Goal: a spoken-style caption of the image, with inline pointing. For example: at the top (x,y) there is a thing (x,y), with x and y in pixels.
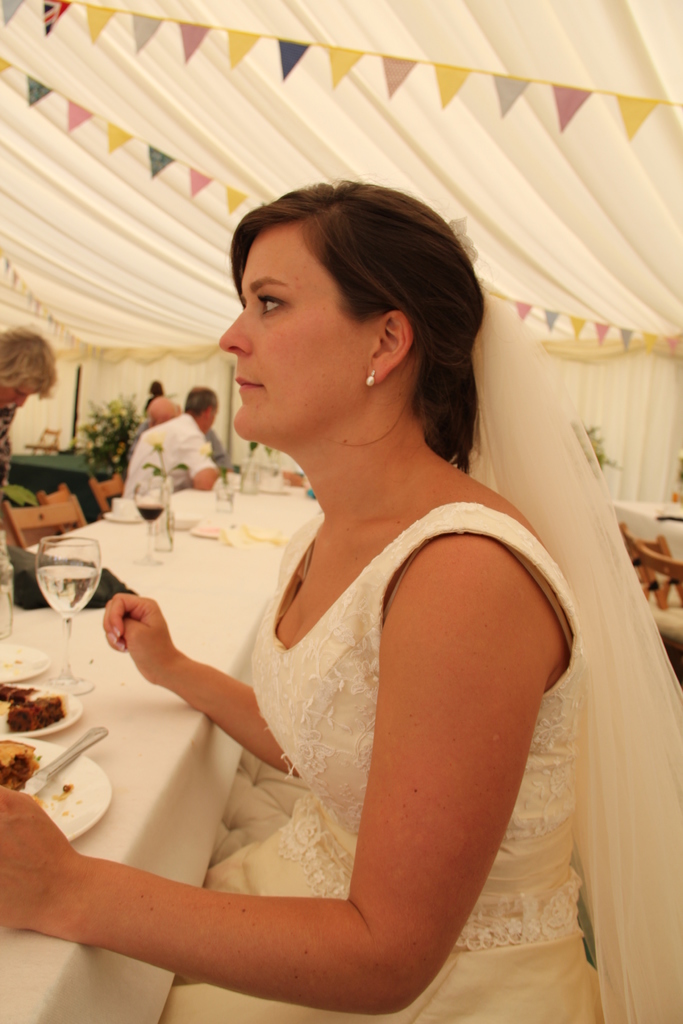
The women (339,752) wearing white dress (357,792) is sitting in chair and there is a table (153,732) in front of her which has some eatables (22,726) and drinks (59,589) on it and there are some people (173,430) in the background (177,413).
